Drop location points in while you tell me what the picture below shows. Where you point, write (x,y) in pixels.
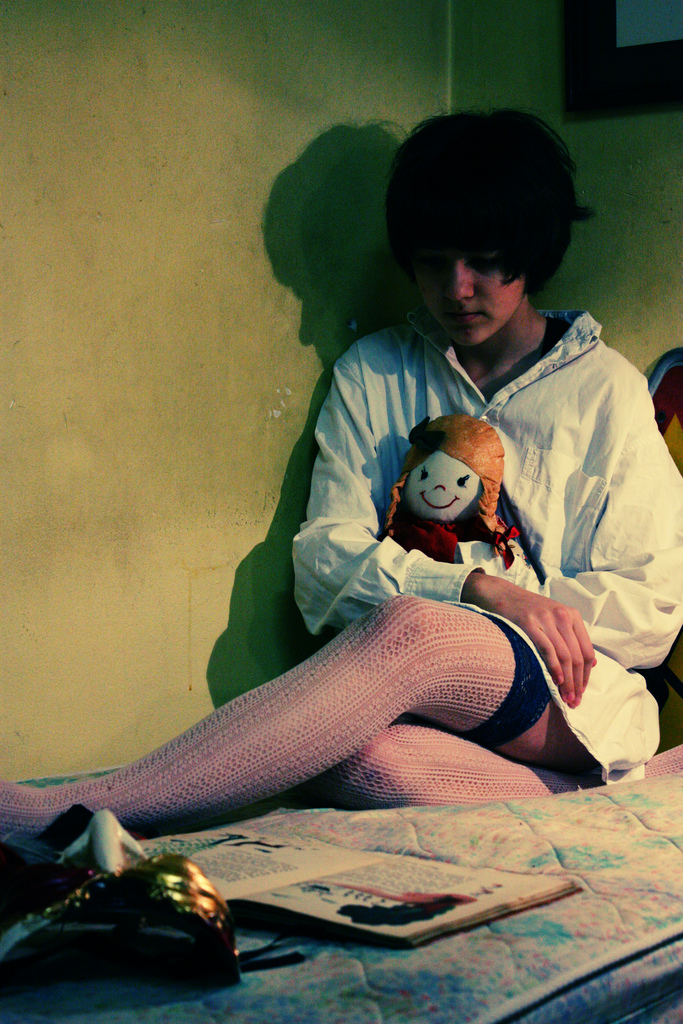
In this image we can see a person (549,601) holding a toy (461,473) and sitting on the surface (658,818) which looks like a bed (634,819) and there is a book (330,900) and some other objects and we can see the wall (349,246).
